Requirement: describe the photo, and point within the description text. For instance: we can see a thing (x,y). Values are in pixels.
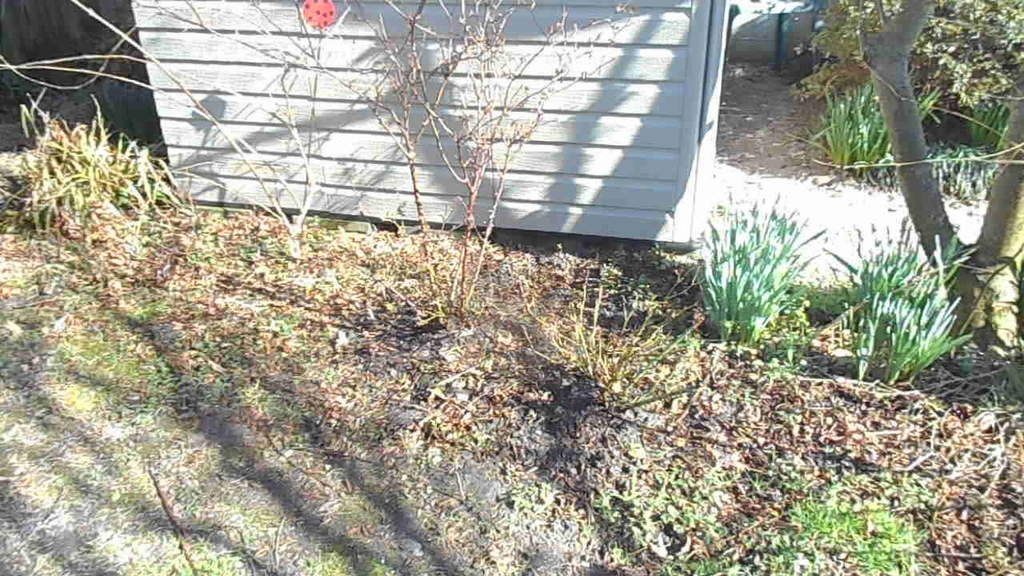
In the center of the image (506,218) there is a shed (396,175). On the right (888,74) there is a tree (884,55). At the bottom (475,405) we can see plants (929,354) and grass (858,513).
